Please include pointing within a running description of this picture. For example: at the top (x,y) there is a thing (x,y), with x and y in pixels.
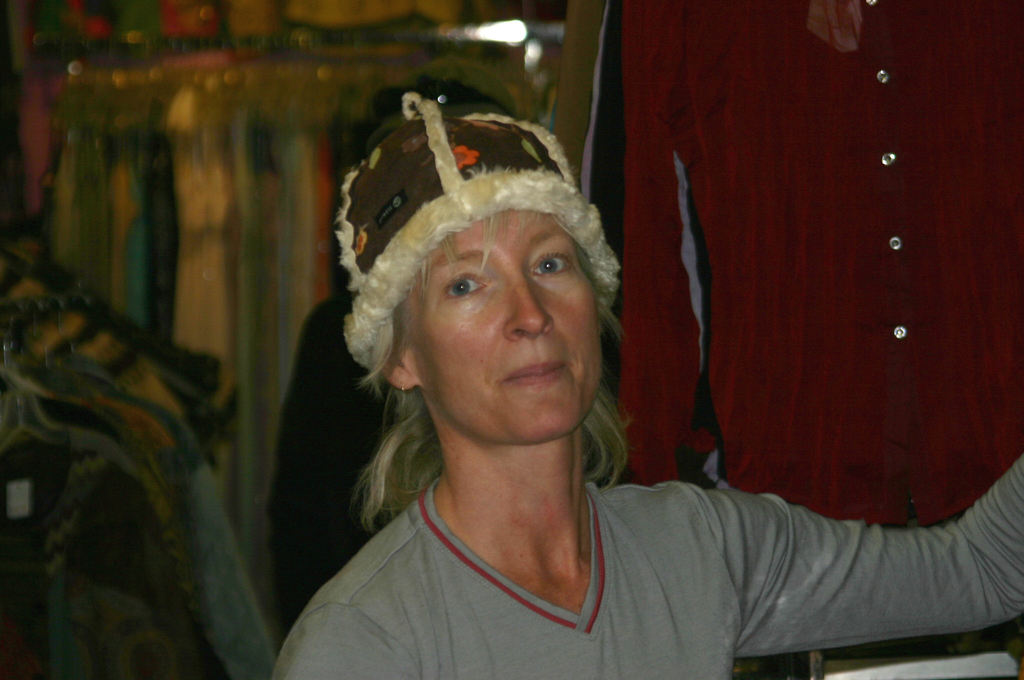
In this image I can see a person (417,180) wearing grey colored dress (722,538) and hat (442,166). I can see few clothes (785,186) are hanged behind her and the blurry background (715,11).
